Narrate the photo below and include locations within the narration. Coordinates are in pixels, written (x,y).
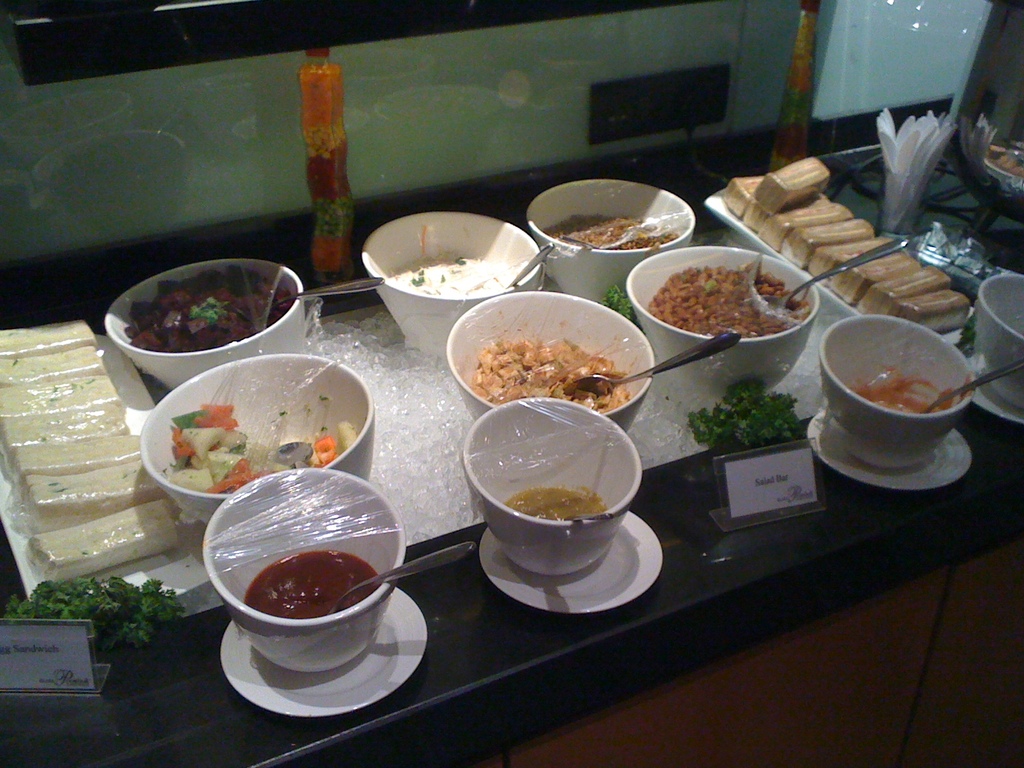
In the center of the image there is a table (593,760). On the table (837,506) we can see bowl (248,435) of food items (192,461) with spoons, plates (605,588), ice cubes (451,411), boards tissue paper (924,137), glass (904,226) and some objects (959,243). At the top of the image (447,90) there is a wall (584,109).
